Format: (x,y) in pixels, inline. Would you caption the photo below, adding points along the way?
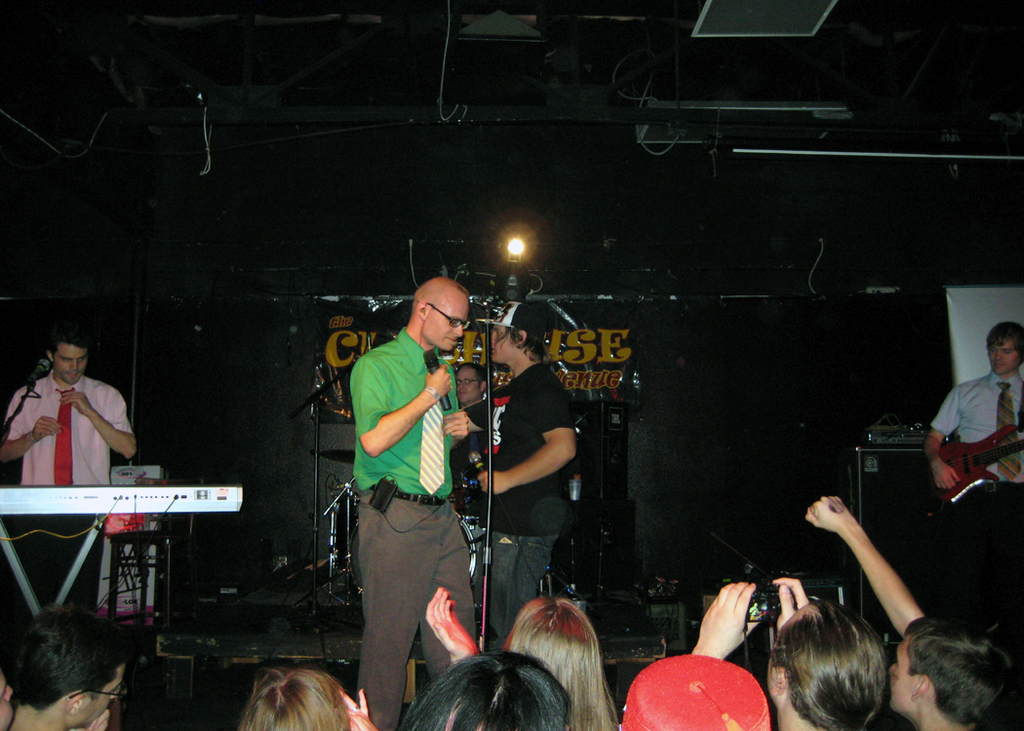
The picture is from a live performance of a band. In the center of the picture (397,378) there are two people (530,417) standing holding microphones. In the center (491,358) there is a stand (490,396). On the left (54,376) there is a man (63,390) standing in front of him there is a keyboard (73,505) and a microphone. On the right (972,421) a man (995,427) is standing and playing guitar (963,477). In the fore ground (575,619) there are few people (507,702) standing and cheering. In the background (483,142) there is a light and black color wall (536,254) and a banner (595,386) attached to it.
